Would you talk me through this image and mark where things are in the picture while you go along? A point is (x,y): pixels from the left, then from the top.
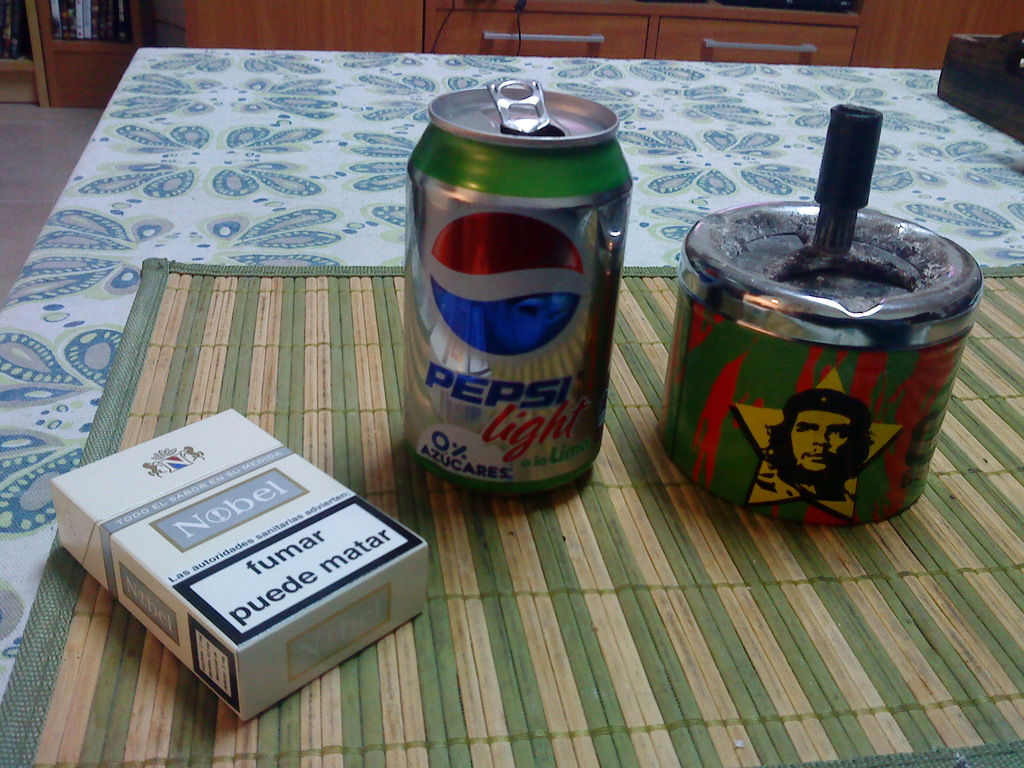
In this image there is a table (642,412) and we can see a mat (698,684), tins (763,356) and a carton (262,568) placed on the table (594,564). In the background (214,26) we can see a cupboard (587,52) and there are things (110,36) placed in the cupboard (38,56).
